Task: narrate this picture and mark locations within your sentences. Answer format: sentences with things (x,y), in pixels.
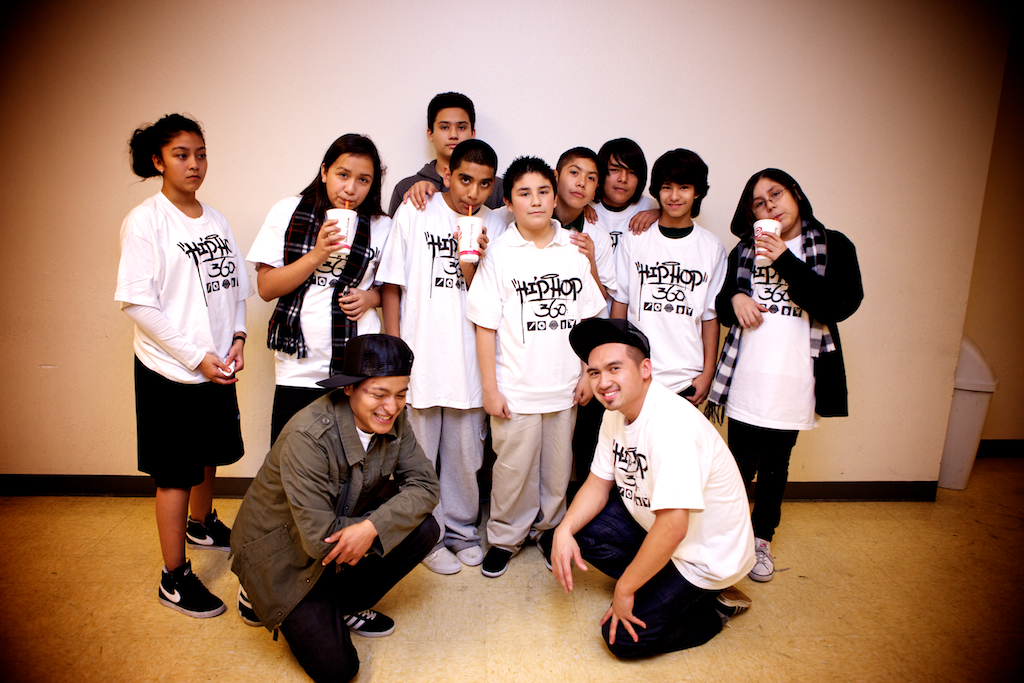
This picture consists of group of children's (586,176) and some of them holding glass (465,231) and in the background (643,144) I can see the wall (884,71) and a white color container (972,420) visible on the right side (978,398).
